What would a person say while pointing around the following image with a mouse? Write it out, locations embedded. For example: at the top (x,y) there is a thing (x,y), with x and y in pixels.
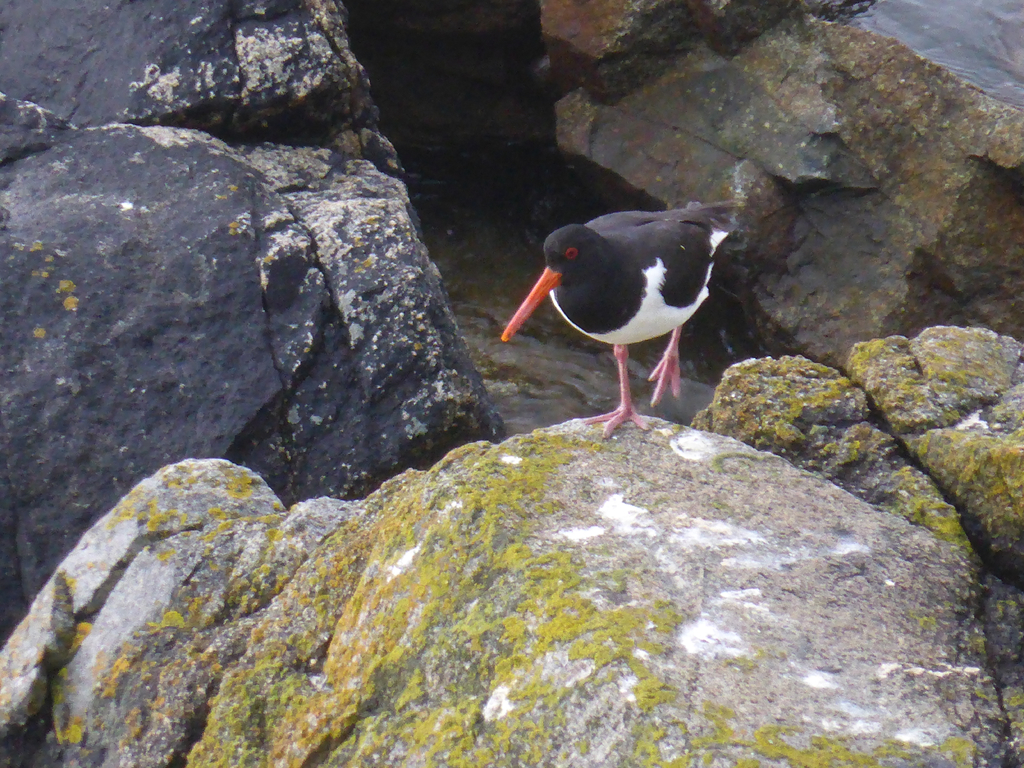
In the image we can see there is a bird (639,325) standing on the rock (571,471) and there are other rock hills (381,210).
